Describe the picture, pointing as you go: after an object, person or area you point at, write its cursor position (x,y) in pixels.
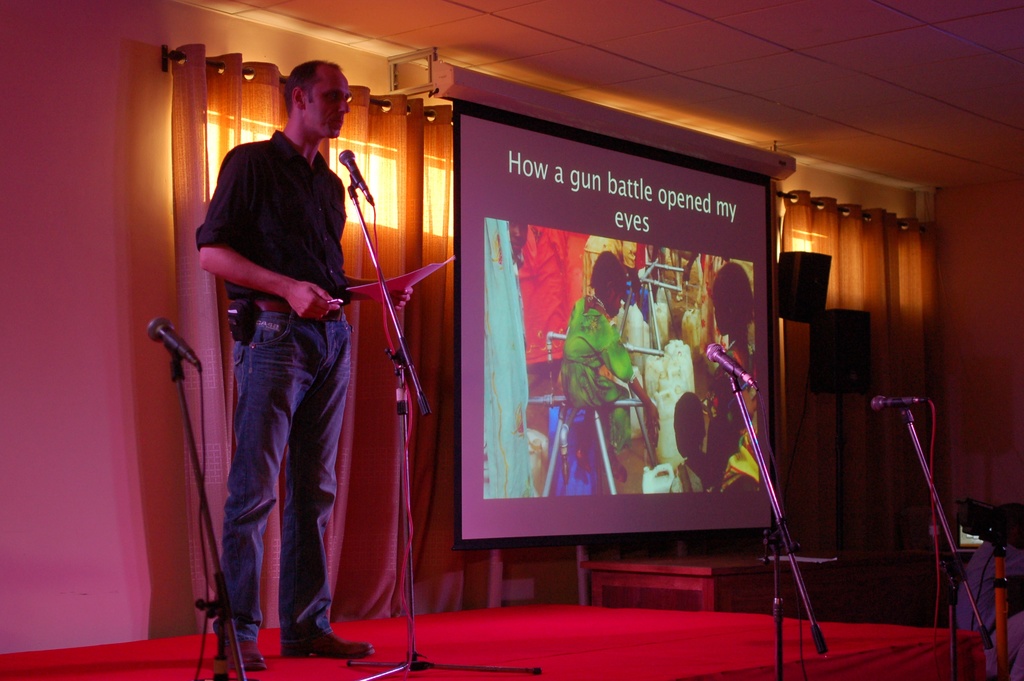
In this image I can see a person (334,480) is standing on the stage (320,674) is holding some papers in hand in front of a mike (388,302) and a screen (769,517). In the background (1014,489) I can see curtains (364,563), pipe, wall (11,75), speaker stands (853,340), a person (991,565) and mike's (951,564). This image is taken may be on the stage (461,654).
